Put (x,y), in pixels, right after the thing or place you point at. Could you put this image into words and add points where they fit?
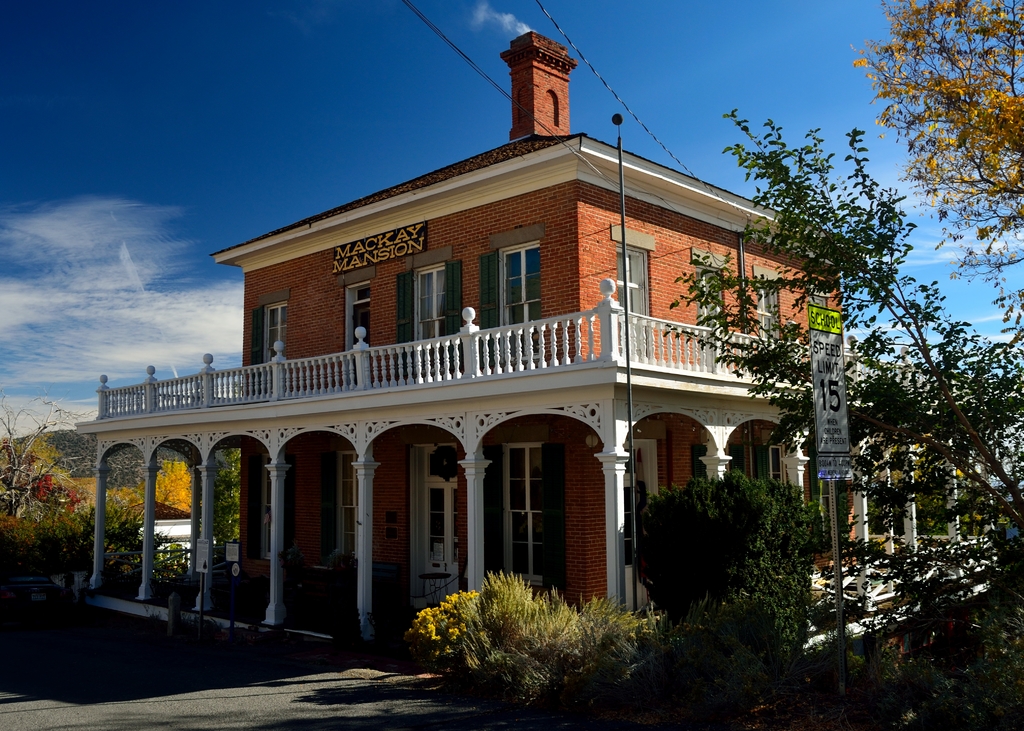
In this image I can see many trees (28,526), board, building (362,396) with windows (421,292) and the railing (635,345). In the background (54,243) I can see the clouds (37,283) and the sky (121,286).
